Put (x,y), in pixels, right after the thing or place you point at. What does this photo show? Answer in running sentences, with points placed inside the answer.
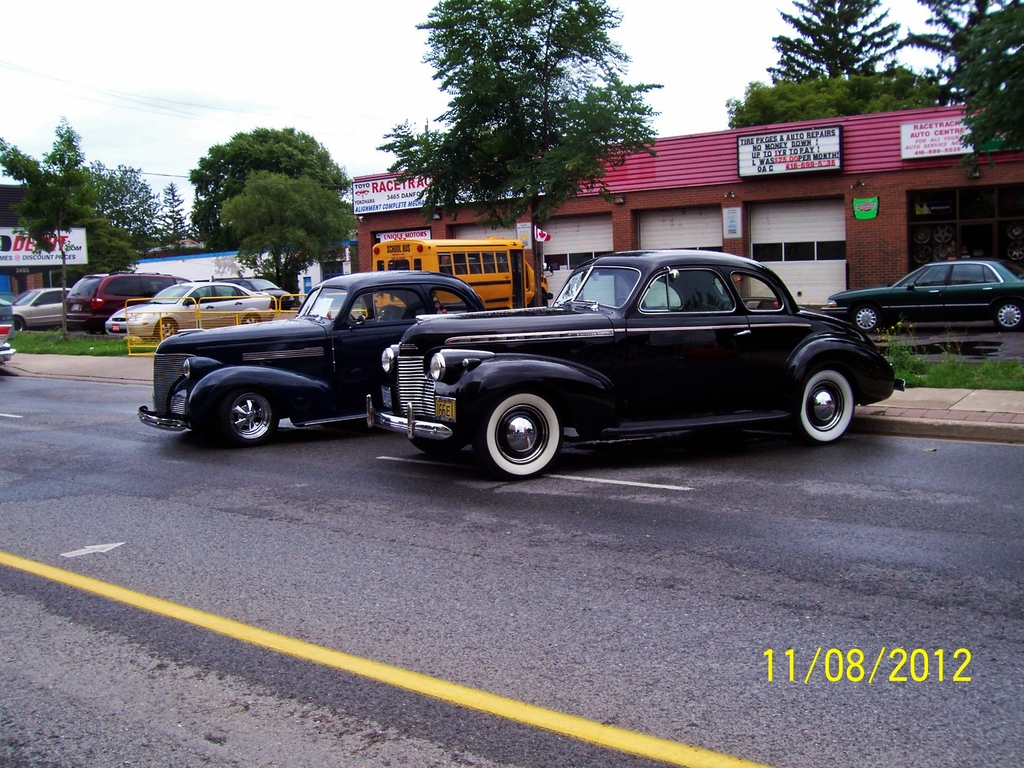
In this image I can see few cars (609,396) which are black in color on the road (492,689). In the background (463,271) I can see a bus (485,267) which is yellow in color and few other vehicles (968,294) on the road (344,538), few trees (476,159), some grass (1002,364), few buildings (656,217), few boards (410,193) and the sky (763,32).
